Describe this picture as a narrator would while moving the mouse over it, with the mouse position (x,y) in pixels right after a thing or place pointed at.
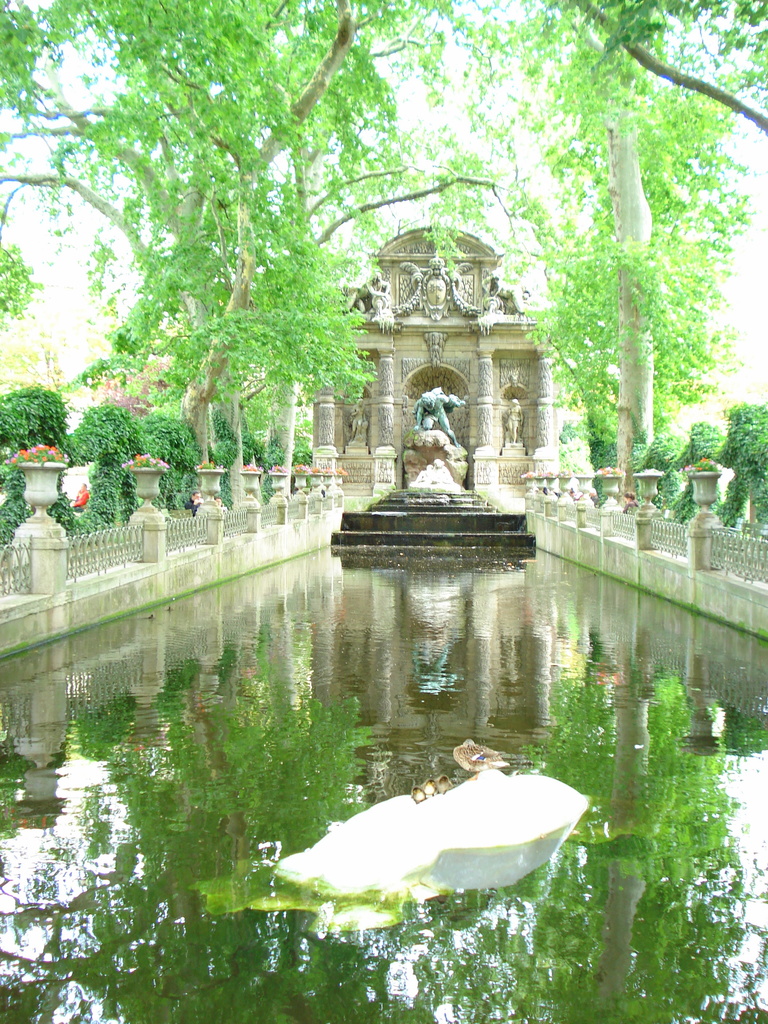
In this picture we can see ancient structure (502,322). Here we can see fountain structure (450,530). On the bottom (415,739) there is a water (347,979). Here we can see fencing (755,542). In the background (605,315) we can see trees (628,201) and plants (177,413). Here it's a sky (423,115).
